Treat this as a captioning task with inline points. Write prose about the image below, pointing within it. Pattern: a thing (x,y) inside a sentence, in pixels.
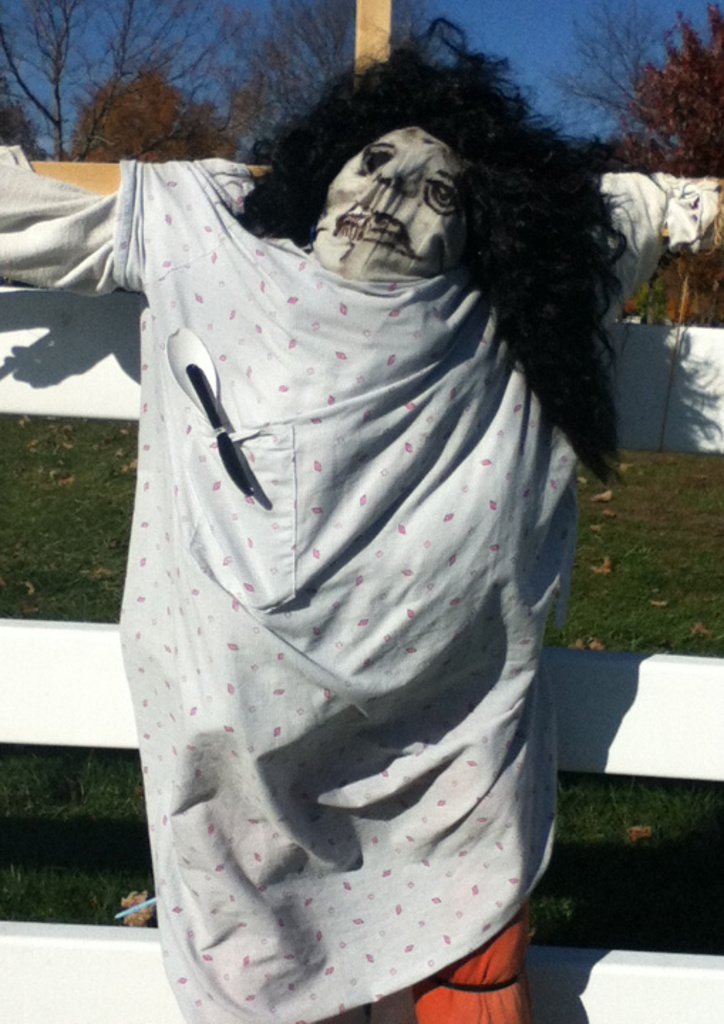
There is a scarecrow (350,561) present in the middle of this image (417,402). We can see trees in the background (28,101).
